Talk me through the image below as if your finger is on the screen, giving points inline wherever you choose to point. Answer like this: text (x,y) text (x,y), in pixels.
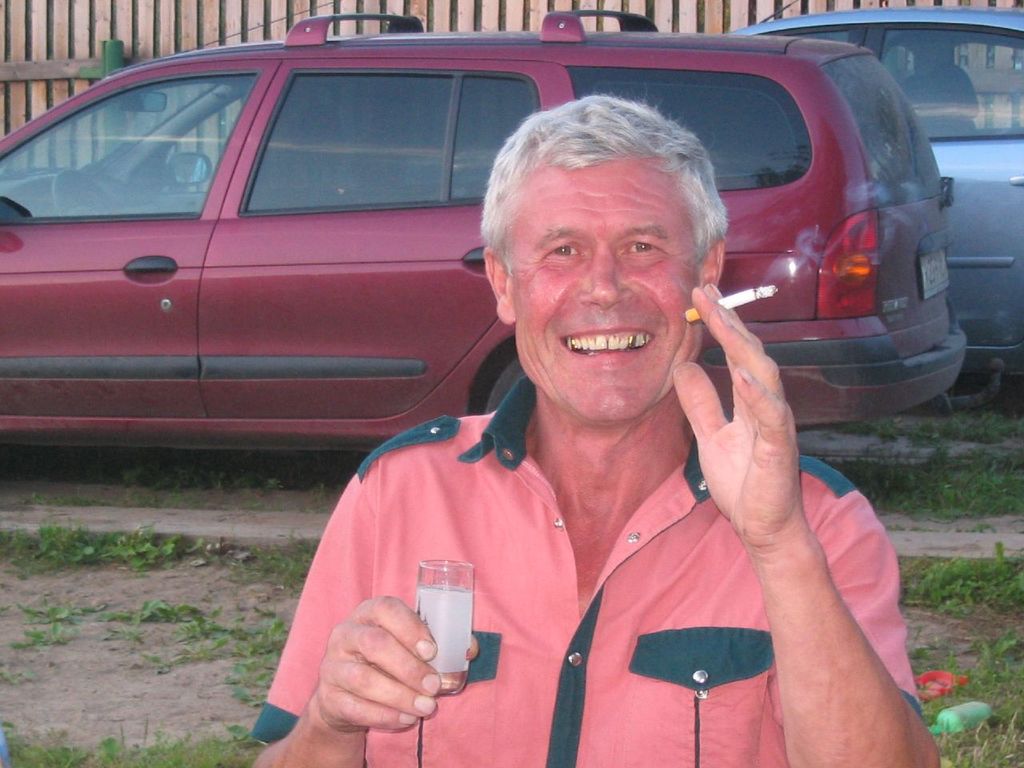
In the image there is a man (630,525) smiling and holding a cigarette (690,310) in his hand (688,369). And he is holding a glass (446,586) in the other hand (410,634). Behind him there are vehicles (880,144). Behind the vehicles (393,33) there is fencing (610,19).
